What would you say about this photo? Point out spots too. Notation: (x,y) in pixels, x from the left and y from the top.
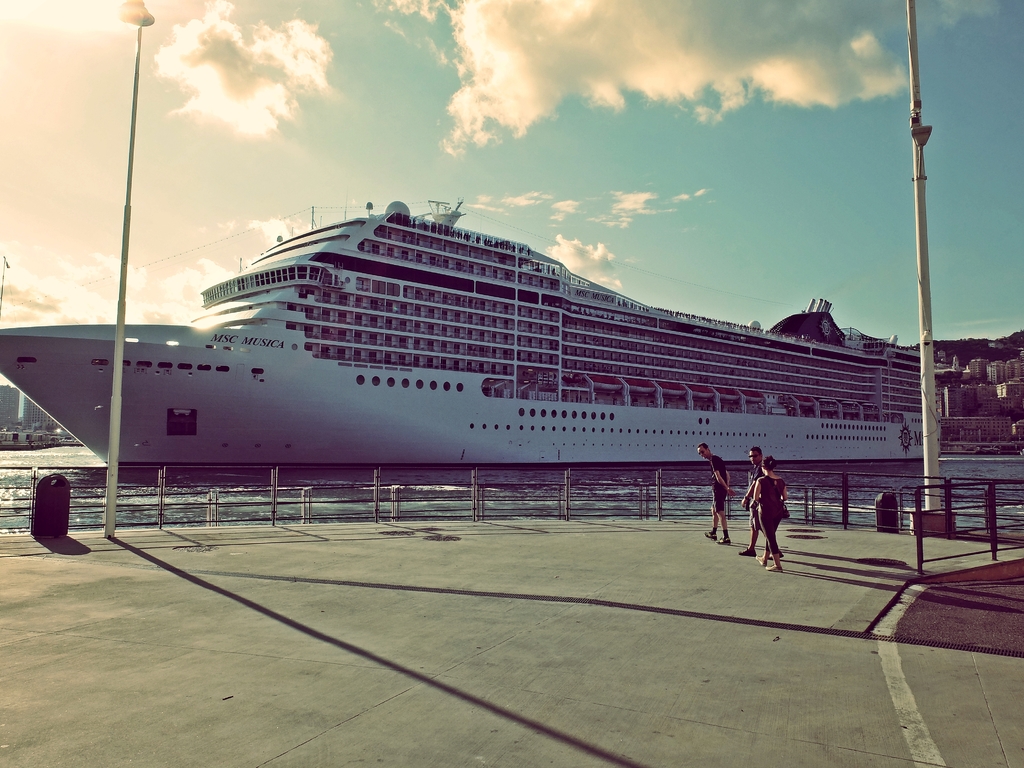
In this image, I can see the cruise ship (349,453) on the water (235,472). These are the poles (930,460). There are three people (753,483) walking. These are the kind of barricades (879,501). In the background (947,414), I can see the buildings (988,409). These are the clouds (460,54) in the sky (388,68).
